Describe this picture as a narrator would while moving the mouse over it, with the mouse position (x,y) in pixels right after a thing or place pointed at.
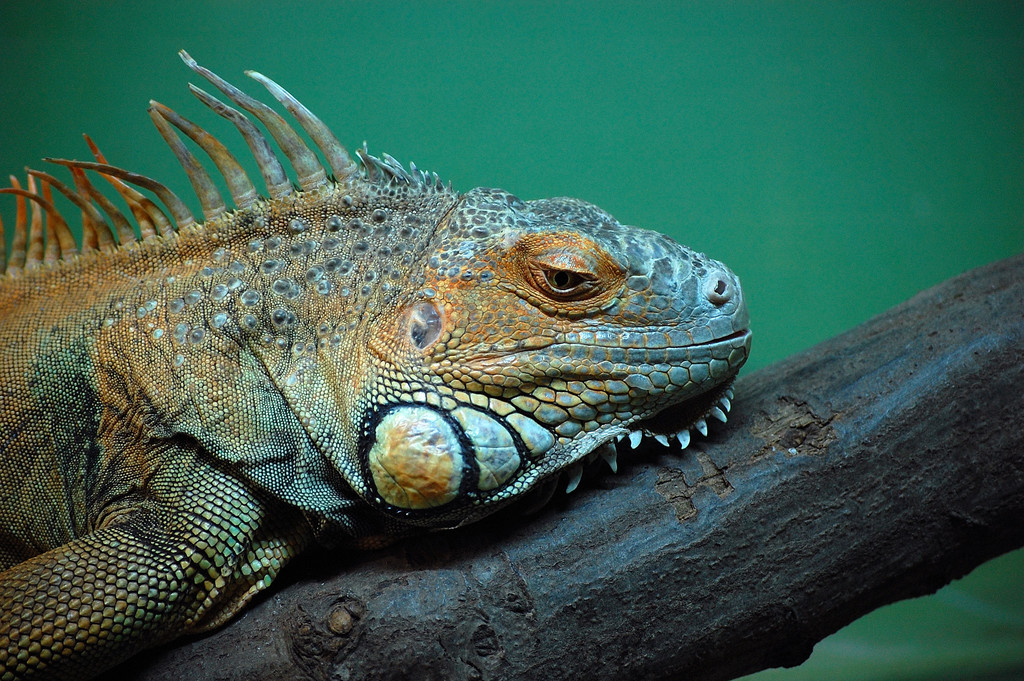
In the picture I can see a reptile (305,386) on the wooden log (710,550). The background of the image (377,119) is in green color.
